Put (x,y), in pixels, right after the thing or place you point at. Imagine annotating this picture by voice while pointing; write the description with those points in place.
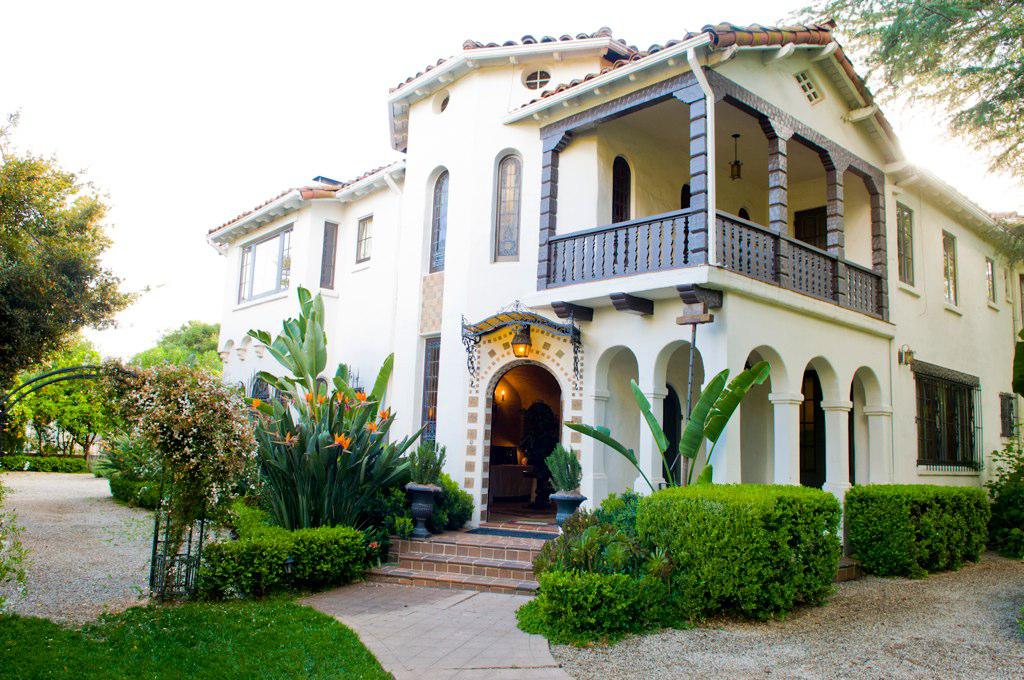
In this picture we can see the grass (222,672), path (435,635), plants (382,483), trees (21,252), pots (422,532), steps (476,547), lights (526,349), building (431,310) with windows (333,233) and some objects (532,533) and in the background (270,151) we can see the sky (231,121).
